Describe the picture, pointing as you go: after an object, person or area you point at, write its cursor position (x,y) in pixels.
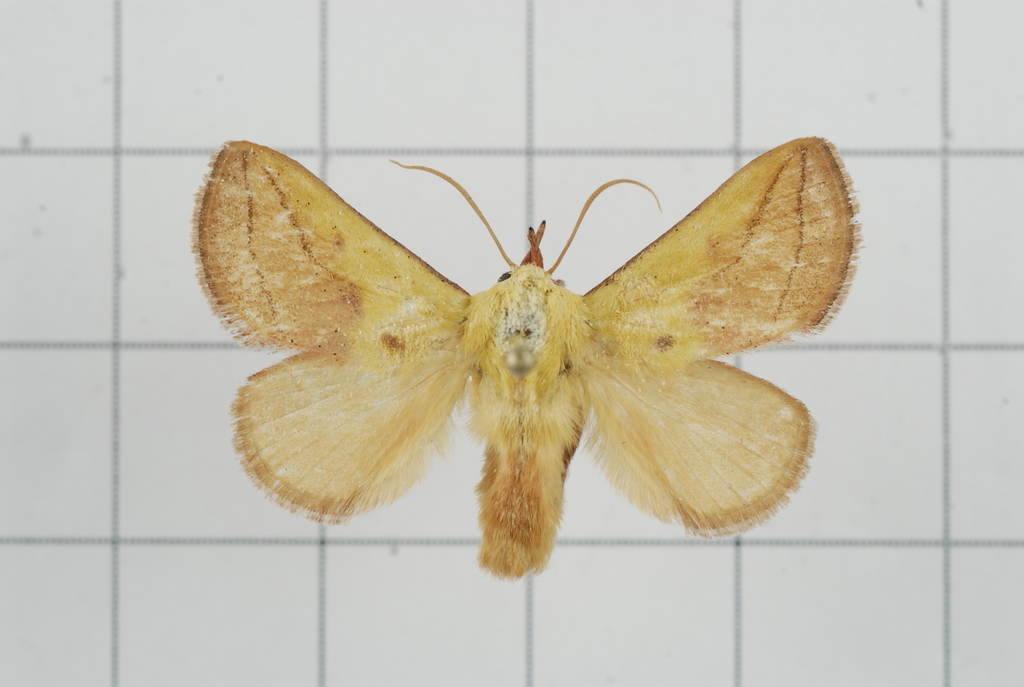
In this image there is a butterfly (458,357), and there is white color background (92,51).
